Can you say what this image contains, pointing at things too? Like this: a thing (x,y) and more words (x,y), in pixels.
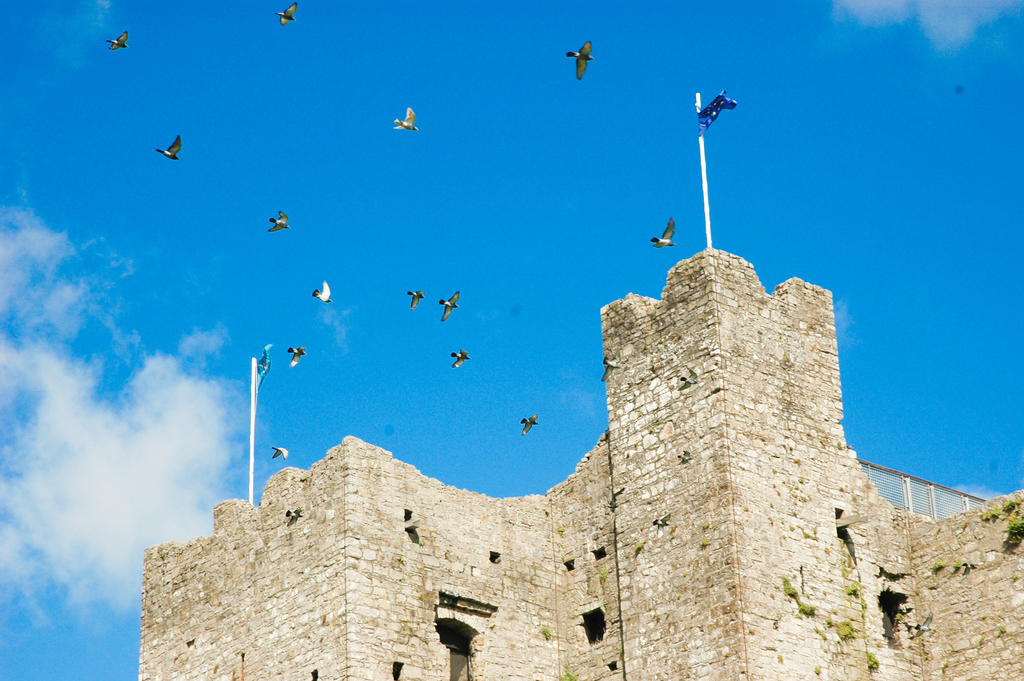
In this image I can see few birds (417,298) flying in the air (387,211). To the side I can see the building (688,515) and there are two flags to it. In the background (99,353) there are clouds (56,399) and the blue sky (316,187).
